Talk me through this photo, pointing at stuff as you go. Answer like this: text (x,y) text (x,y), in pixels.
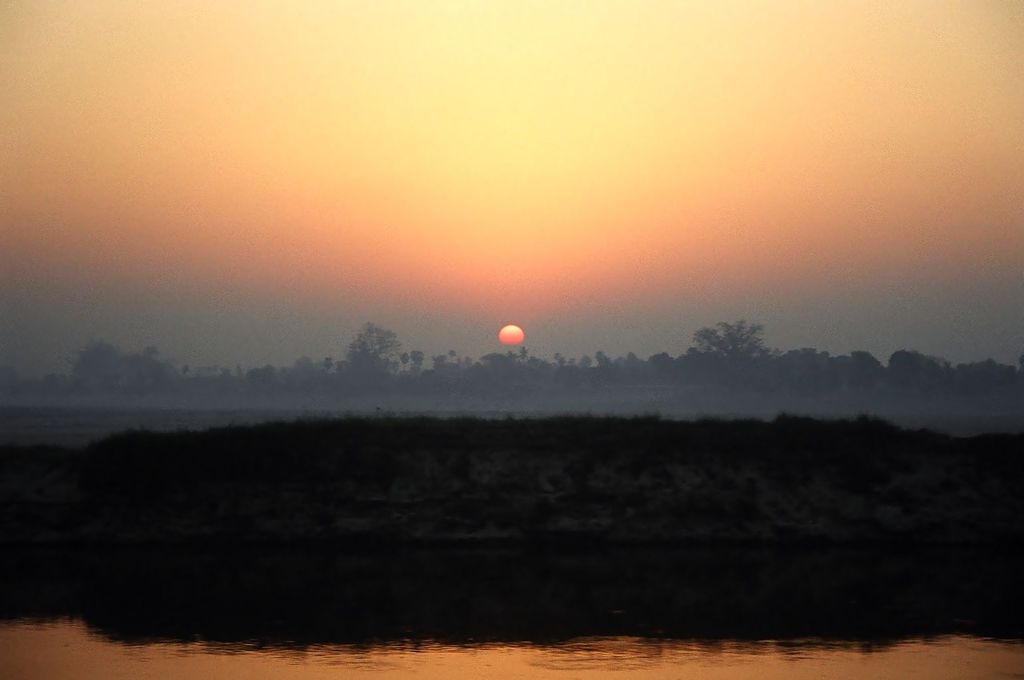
In this image, we can see the sun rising in the sky (513,324). There are some trees (515,384) in the middle of the image (361,380). There is a lake (491,581) at the bottom of the image (773,622).
